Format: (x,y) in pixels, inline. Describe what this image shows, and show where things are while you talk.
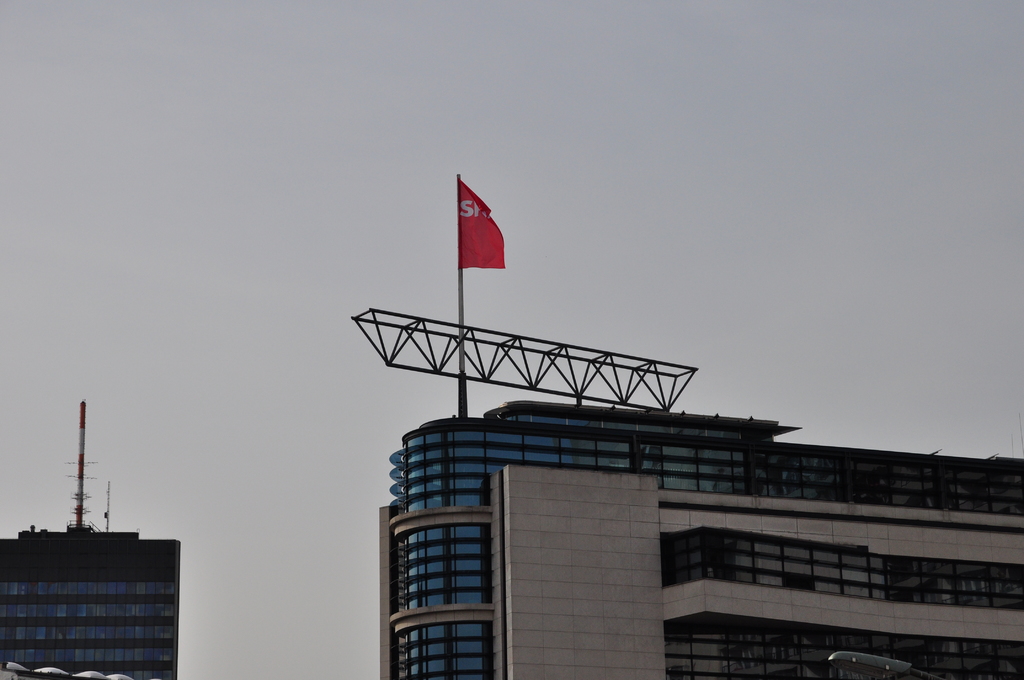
There is a huge building (624,525), on top of the building (412,600) there is a flag (478,229) flying in the air, opposite to the building (416,588) there is another tower (156,589) and in the background (339,167) there is a sky (580,193).
